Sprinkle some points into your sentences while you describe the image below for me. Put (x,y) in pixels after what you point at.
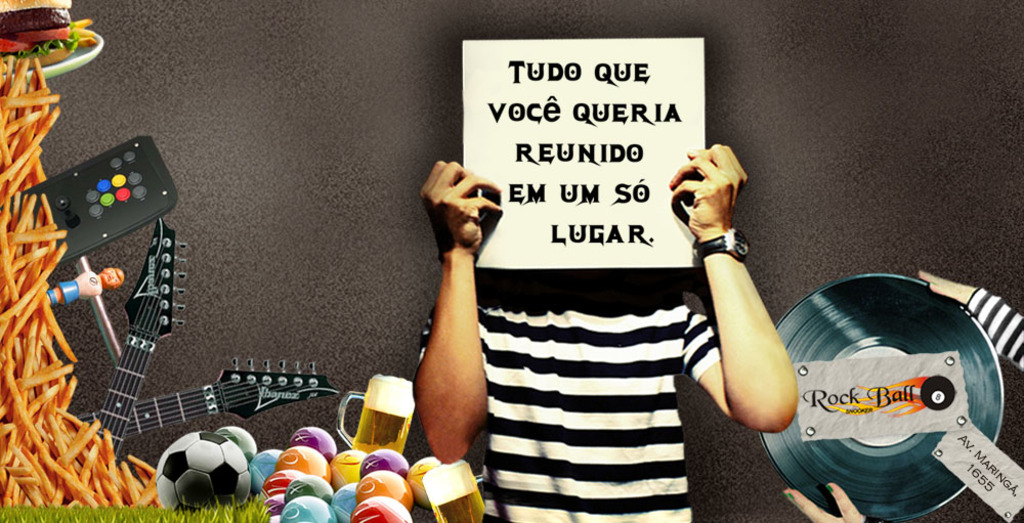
This is an animated image. On the left side (181,445), there are balls (185,449), two guitars (157,237), a toy (85,276), a remote (129,157), grass (80,518) and food items (60,32). On the right side (777,355), there is a person (439,397) in a t-shirt (631,338), holding a poster (583,164) and standing and there is a person (947,281) holding a CD (975,402), on which there are two posters (949,367). And the background (957,272) is gray in color.
